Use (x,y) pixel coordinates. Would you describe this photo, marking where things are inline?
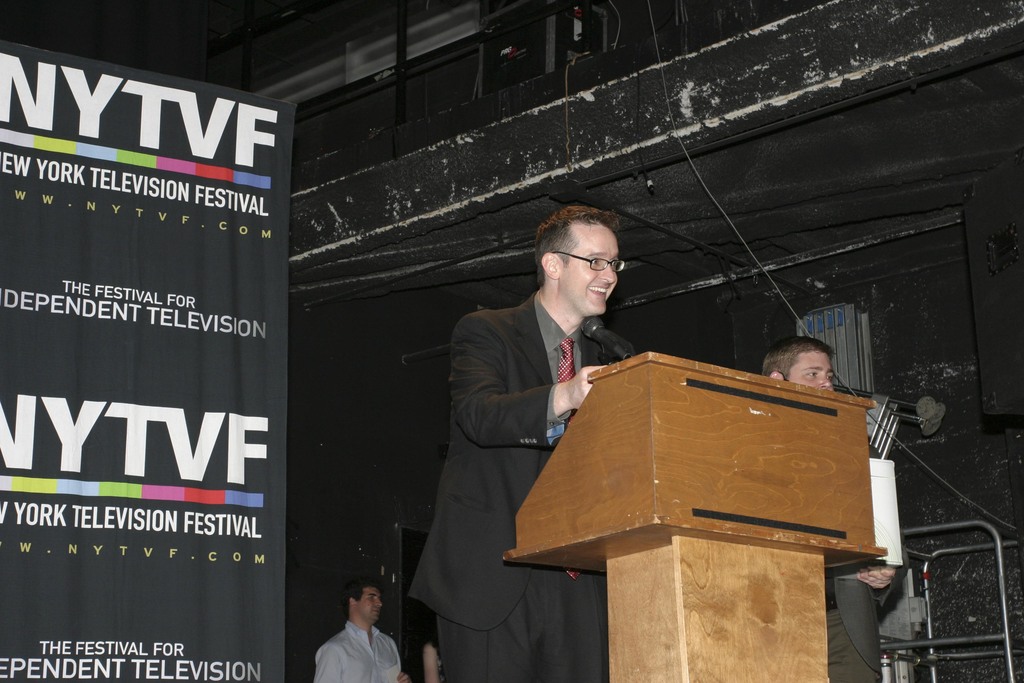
There is one person (527,459) standing in the middle (500,447) is wearing black color blazer (507,405). There is a podium (604,457) at the right side of this person (499,379). There is one other person (815,379) standing on the right side of this podium (849,508), and there is one other person (359,603) at the bottom of this image (367,655). There is a poster (167,456) on the left side of this image (178,266) and there is a wall (389,351) in the background (755,330).
